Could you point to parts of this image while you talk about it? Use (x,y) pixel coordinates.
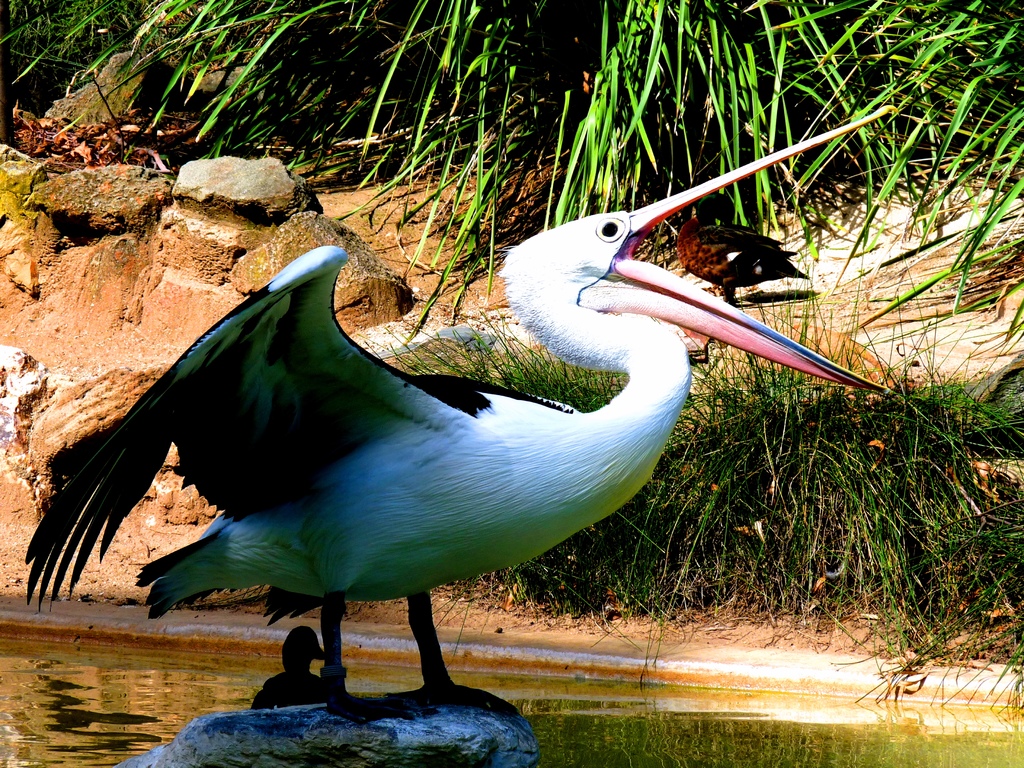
Here in this picture we can see a water bird (643,230) present on a stone (279,712), which is present in the water (126,749) and beside that we can see the ground (662,480) is covered with grass (728,473), stones (144,210) and plants (415,334).
